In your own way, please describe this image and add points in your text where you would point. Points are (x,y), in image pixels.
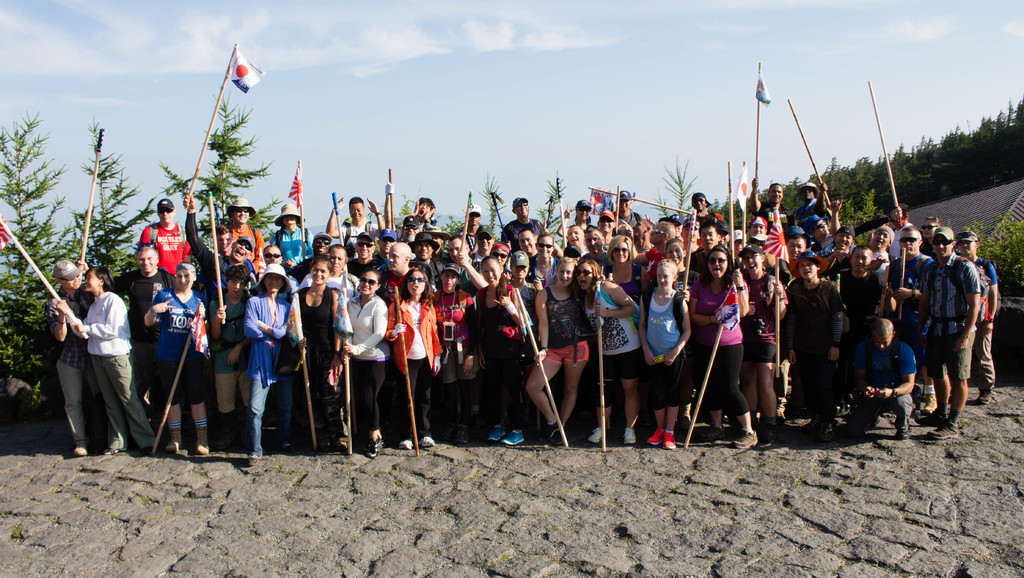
In the middle of the image (494,276) many people (237,372) are standing and holding sticks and flags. Behind them there are some trees (22,209). At the top of the image (95,32) there are some clouds (97,48) and sky (94,98).
